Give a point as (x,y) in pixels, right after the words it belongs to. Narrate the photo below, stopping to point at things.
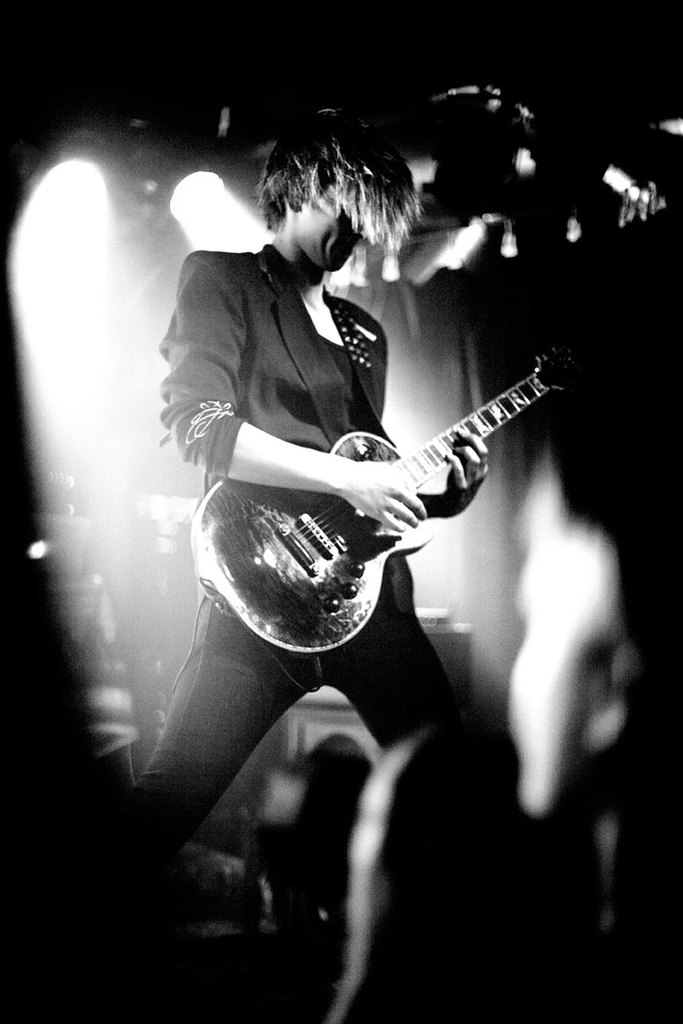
In this image there is a person (222,371) wearing black color dress (264,364) playing guitar (267,500).
